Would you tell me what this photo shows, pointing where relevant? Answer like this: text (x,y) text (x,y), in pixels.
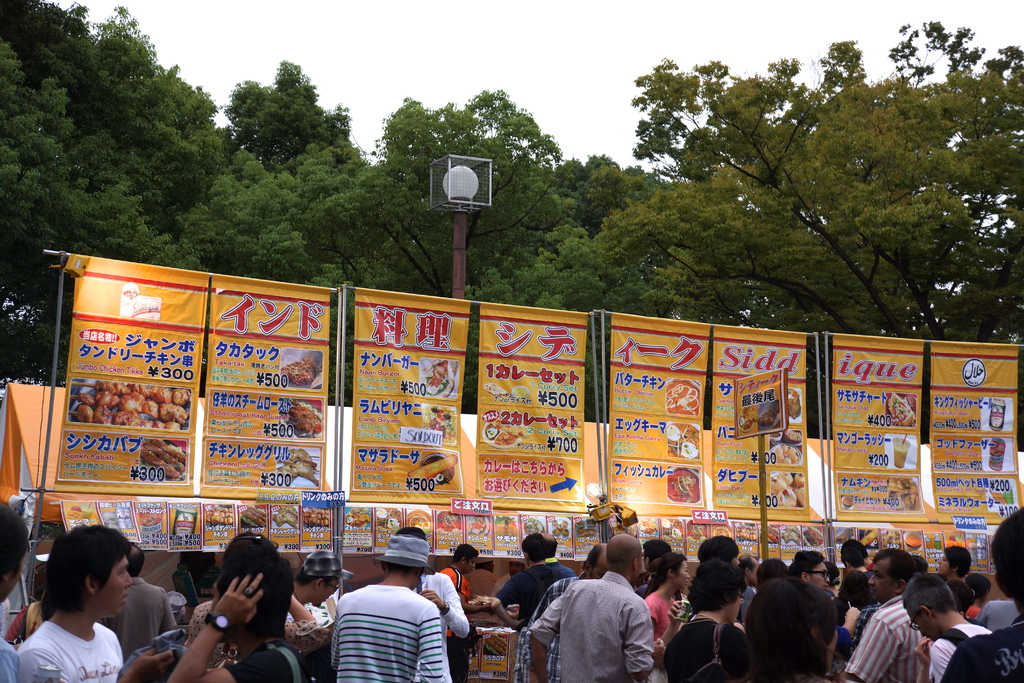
In this image we can see a few people (582,671), there are some posters (426,426) with text (634,342) and images (673,431), also we can see some poles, trees (311,236) and a light (445,187), in the background (561,67) we can see the sky (412,30).
